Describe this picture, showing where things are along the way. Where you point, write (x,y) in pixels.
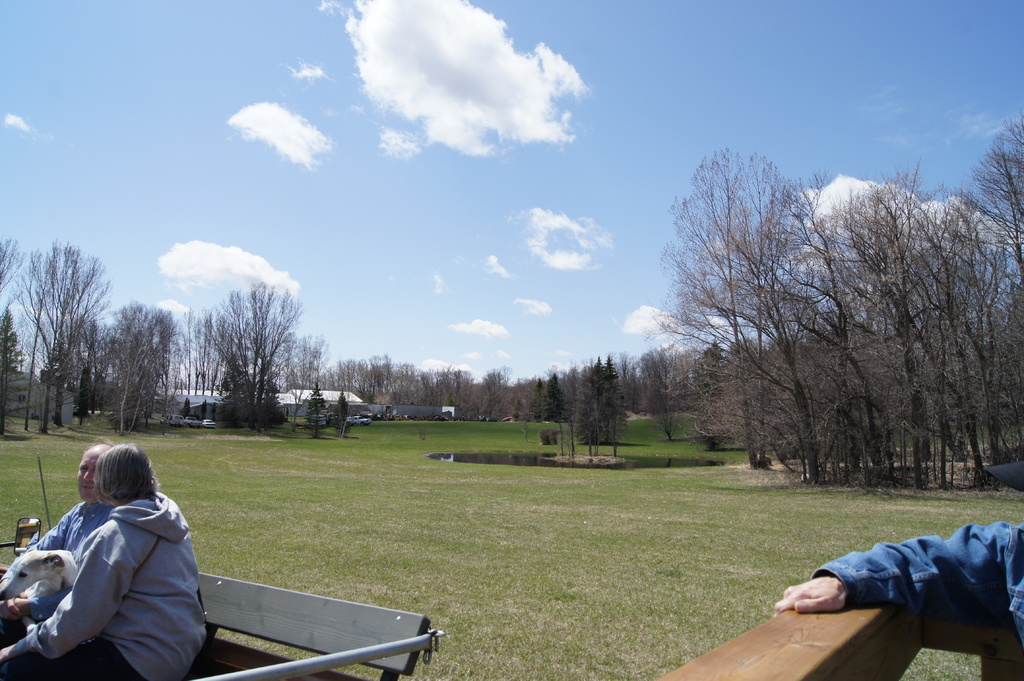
Here in the left bottom (82,535) we can see two persons (110,576) were sitting on the bench (215,633). On the right bottom (978,584) we can see the human hand (802,592). And in the center (459,449) we can see the grass (515,545) some trees (527,387) and sky (588,80) with clouds (423,128).
